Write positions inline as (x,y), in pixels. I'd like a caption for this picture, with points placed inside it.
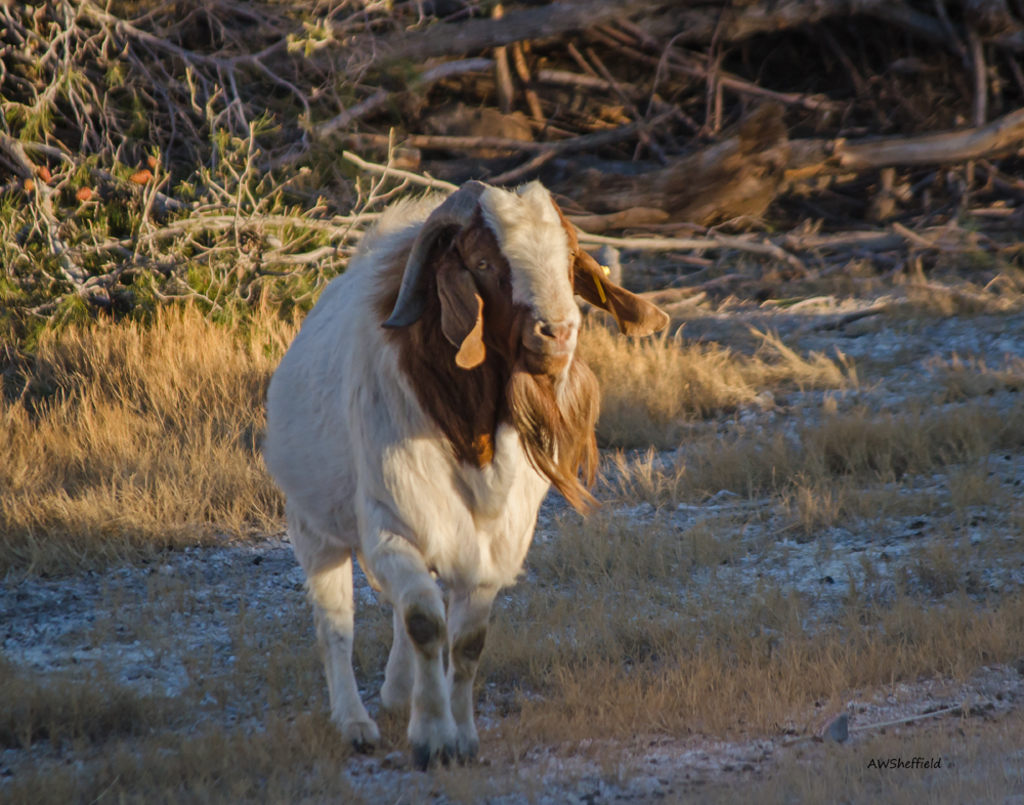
In the middle of the image (475,421) we can see an animal (305,411), in the background (202,360) we can see grass (213,374) and fallen trees (406,121).
